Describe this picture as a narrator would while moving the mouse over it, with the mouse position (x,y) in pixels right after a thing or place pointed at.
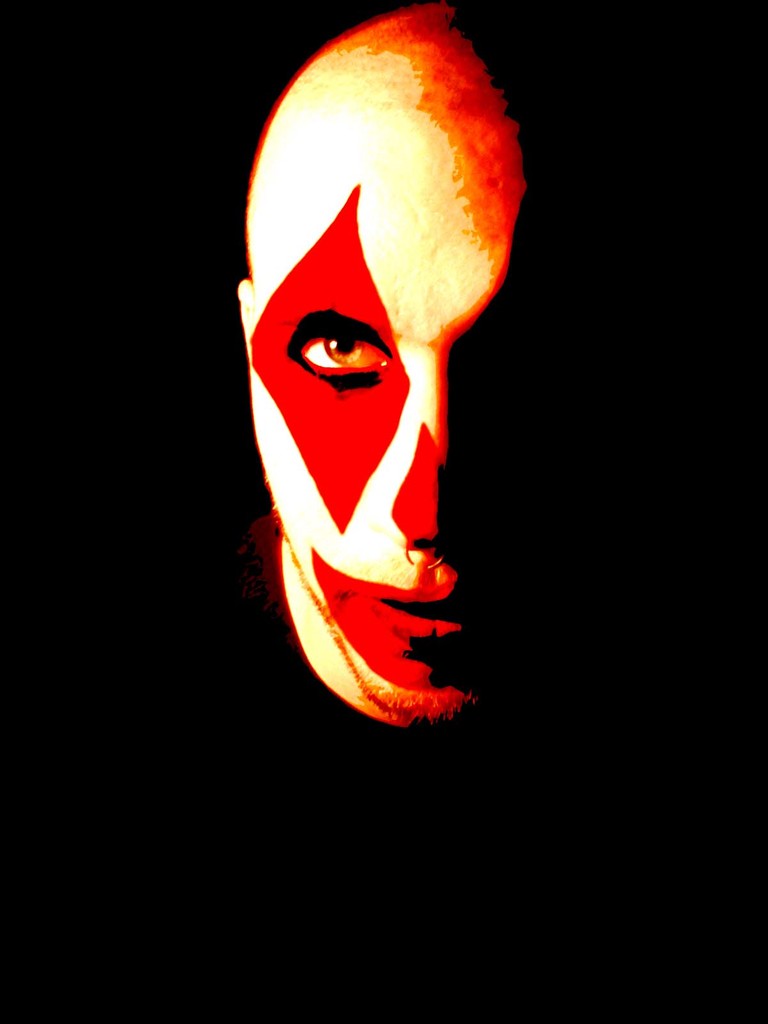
In this image I can see the person's face (426,367) which is red, orange and cream in color and I can see the black colored background (248,649).
